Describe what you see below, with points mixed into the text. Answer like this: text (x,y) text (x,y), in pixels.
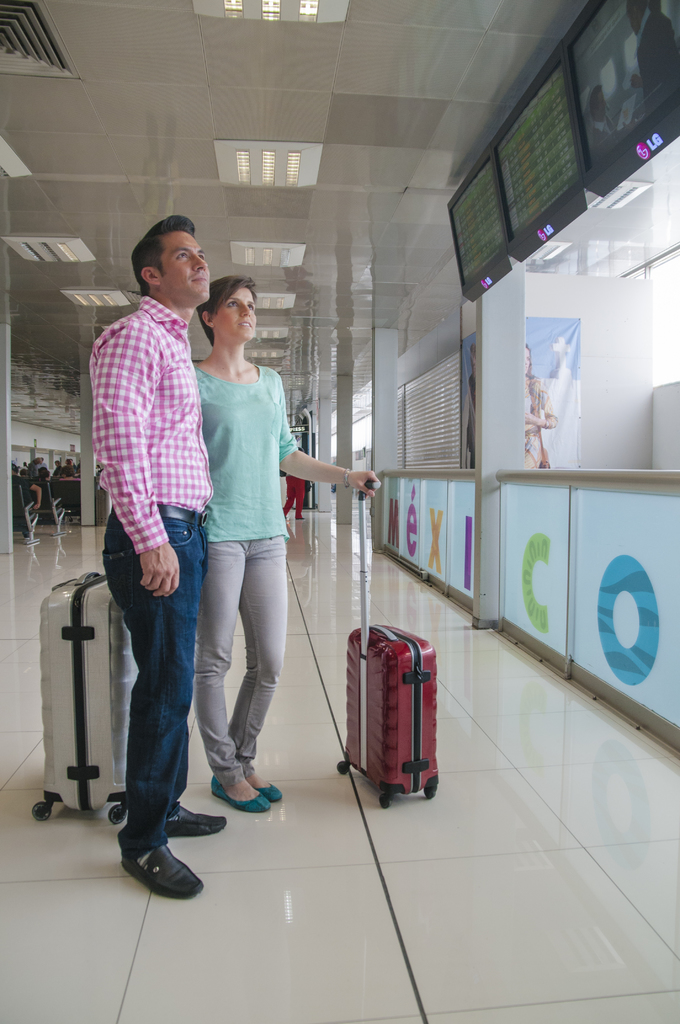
In this image i can see a man (126,485) wearing a pink shirt (127,447) and blue jeans (131,743) and a woman (224,572) wearing a green top (250,455) are standing and holding the suitcases (123,661). In the background (340,332) i can see the ceiling (257,102), an ac vent (33,8), few lights (285,14), few television screens (549,145), and few chairs (48,490).
